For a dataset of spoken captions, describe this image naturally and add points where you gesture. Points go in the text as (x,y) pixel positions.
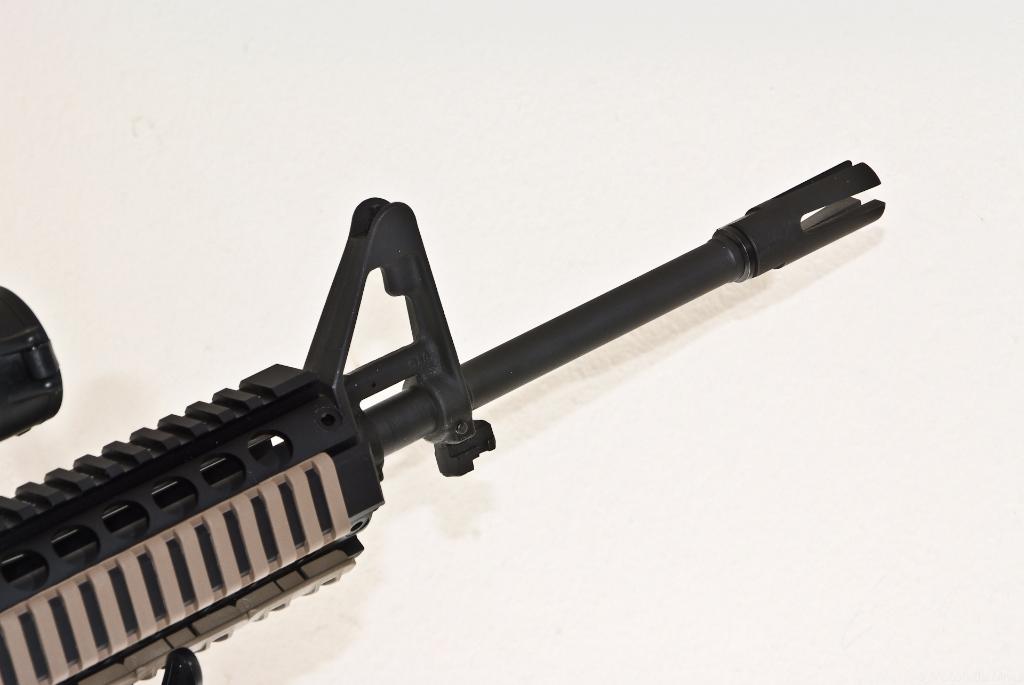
In the picture it looks like some weapon (244,394).
